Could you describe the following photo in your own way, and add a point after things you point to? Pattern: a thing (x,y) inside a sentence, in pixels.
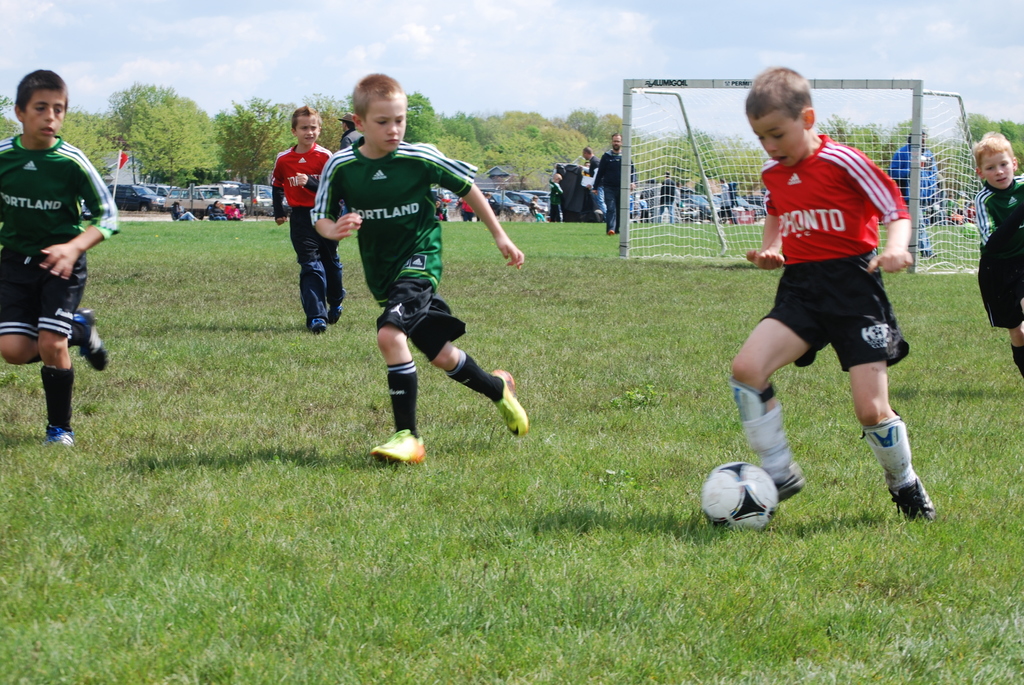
In this picture we can see group of people (469,202), few kids (423,330) are playing game in the ground (349,523), in the background (710,117) we can see a net (706,179), couple of vehicles (508,193) and couple of trees (232,119).
